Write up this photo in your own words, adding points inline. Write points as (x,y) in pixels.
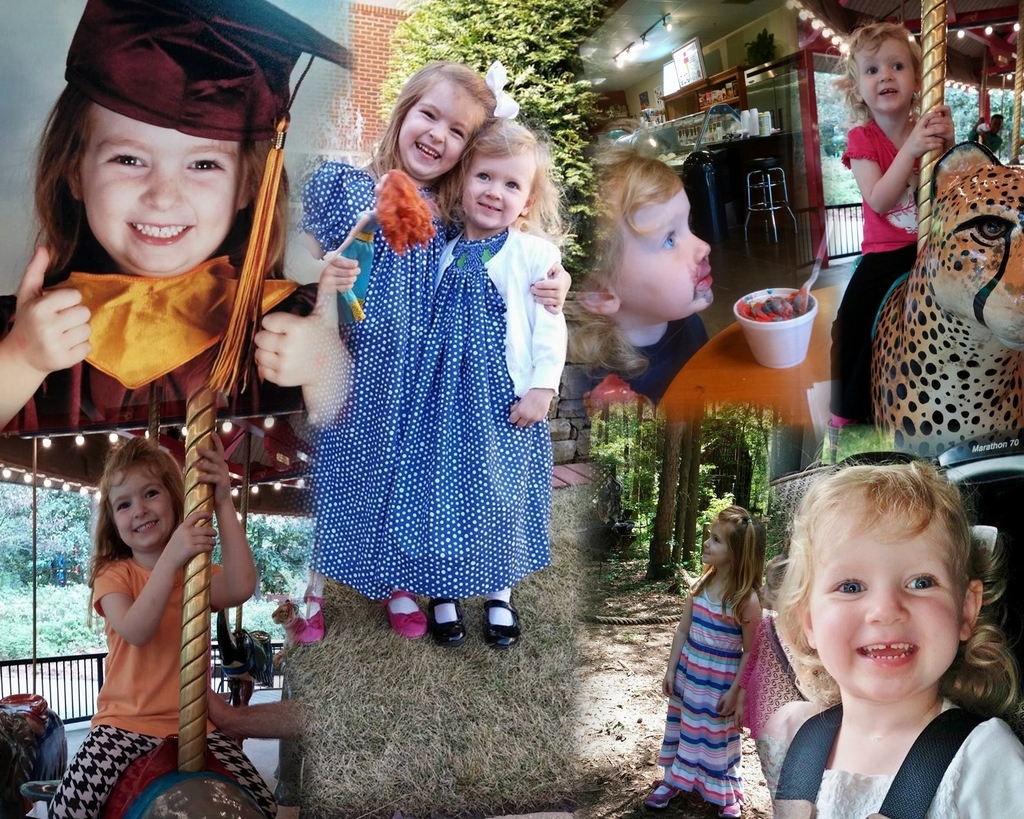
This is a collage image. In this we can see fun rides (284,433), children's (144,345), table (754,367), cup (784,326), food item (787,300), spoon (811,282) and some objects (752,113), lights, wall (715,71), bushes (528,47), trees (662,550), grass (368,627), rope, hat (175,42) are there.
